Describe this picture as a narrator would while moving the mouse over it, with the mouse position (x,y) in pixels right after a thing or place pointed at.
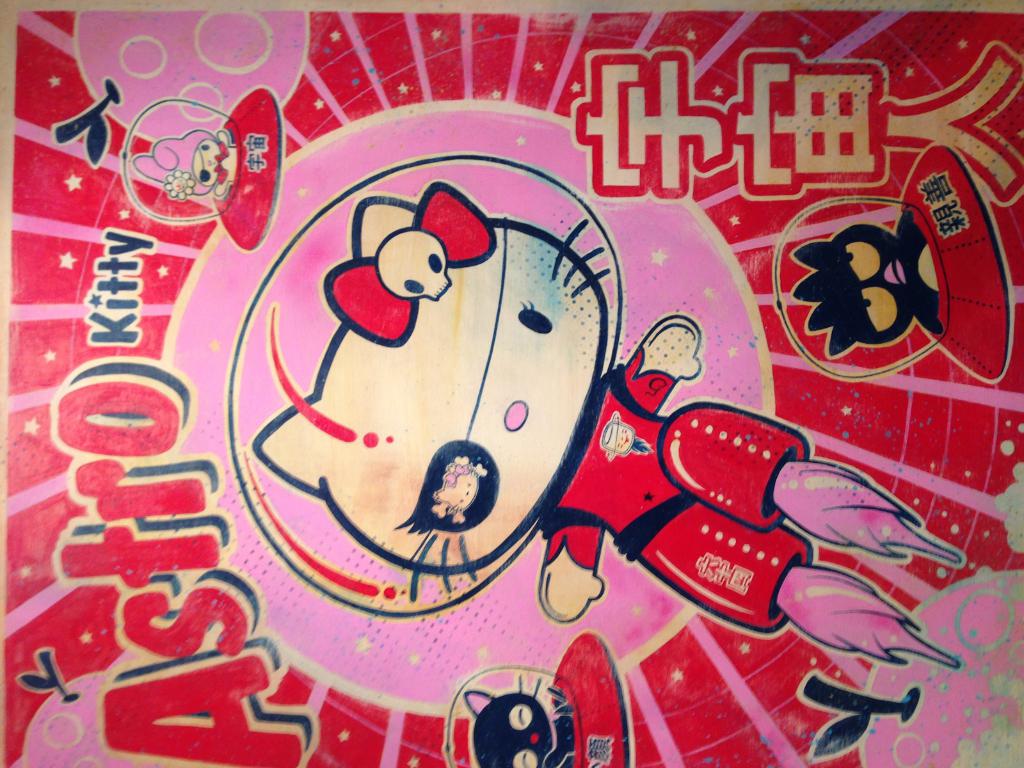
In this image, it is a cartoon cat (591,442) with red color dress (744,482). There are cartoon images (611,310) in this pic.
